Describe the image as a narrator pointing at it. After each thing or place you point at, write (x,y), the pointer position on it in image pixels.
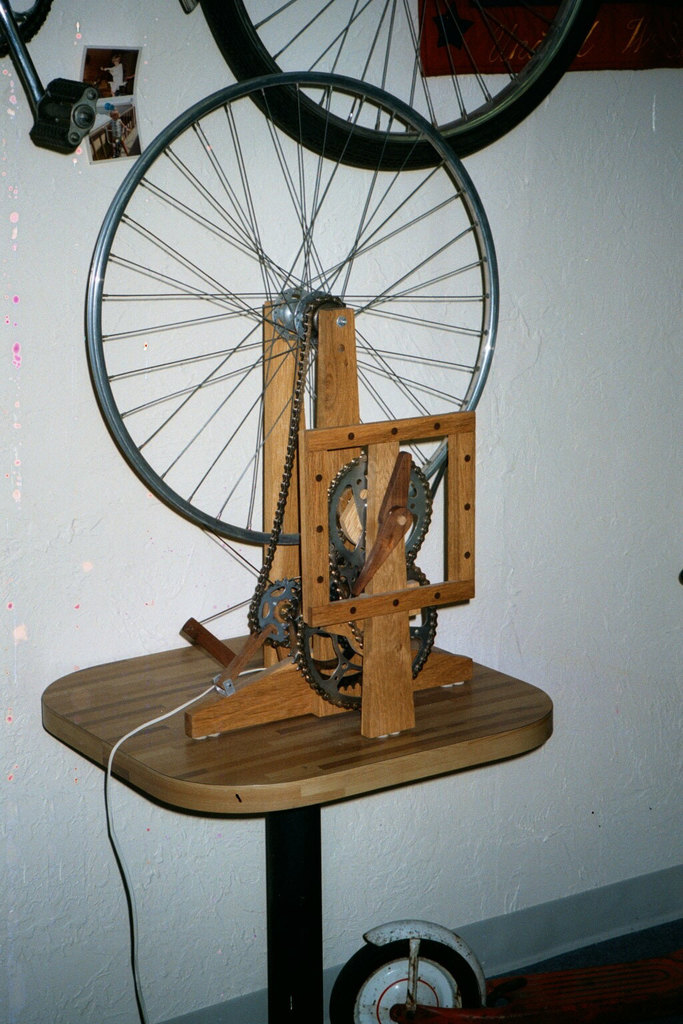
It's a cycle wheel (311,282) which is connected to another wheels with the chain (285,504) behind it there is a wall (97,566).
